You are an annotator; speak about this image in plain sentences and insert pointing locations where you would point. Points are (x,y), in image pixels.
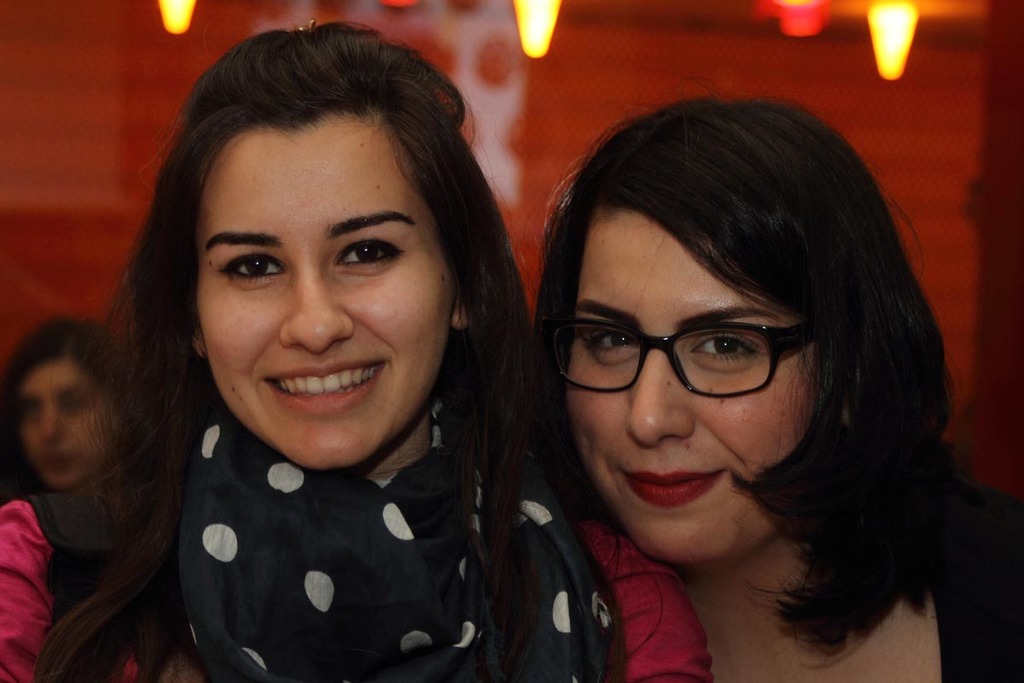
In the image two women (209,631) are standing and smiling. Behind them there is wall (184,37). Top of the image (819,4) there is lights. Bottom left side of the image (75,456) a woman (78,349) is sitting.
